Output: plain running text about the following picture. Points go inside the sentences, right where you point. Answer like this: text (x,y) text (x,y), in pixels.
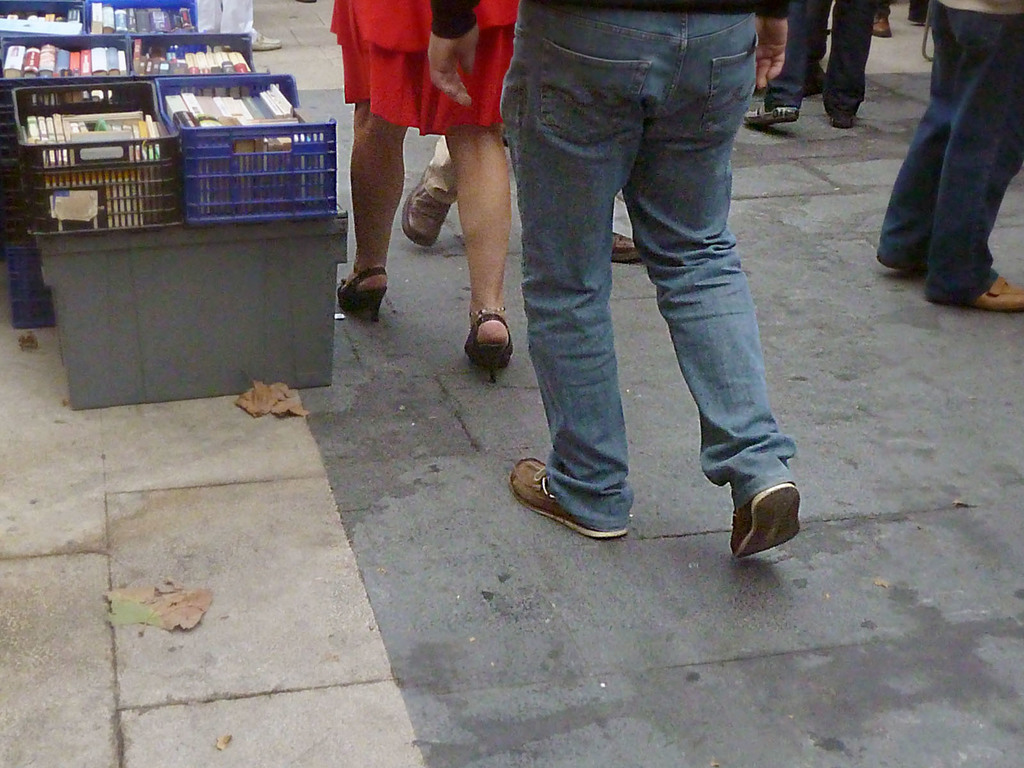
In this picture we can see some people (669,110) are walking and some people (957,40) are standing, on the left side (199,120) there are trays (227,131), we can see some books (167,61) in these trays (188,47), there are two leaves (269,402) at the bottom (175,600).
